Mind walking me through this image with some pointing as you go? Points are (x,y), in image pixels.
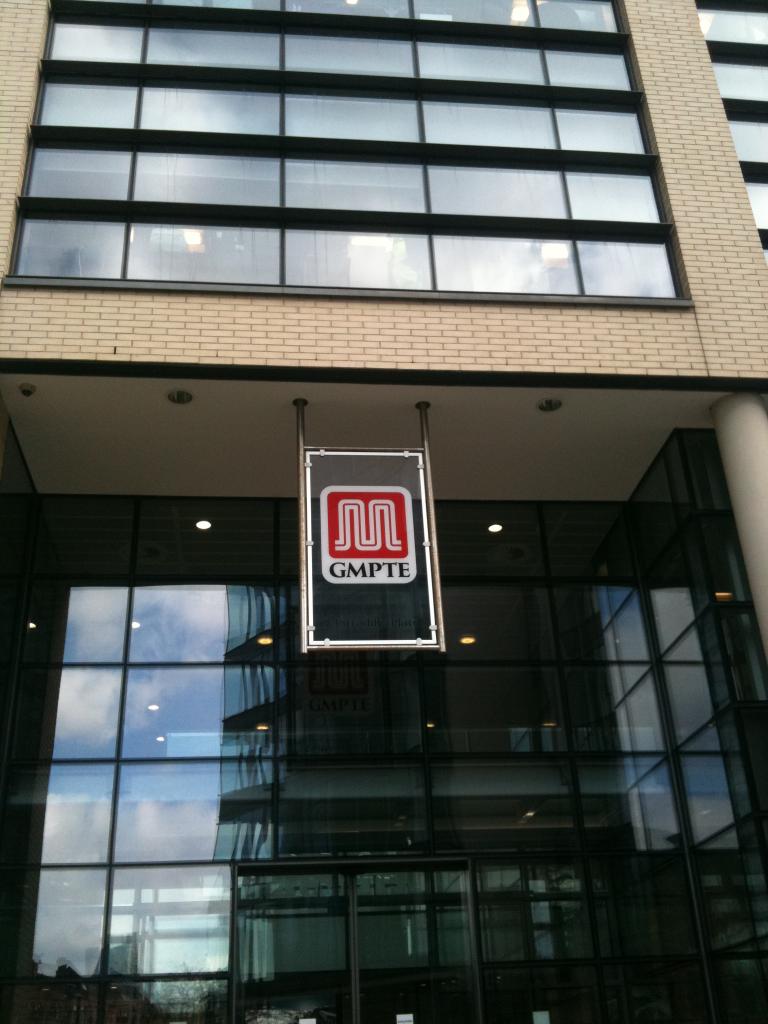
In this picture there is a building (526,630) and there is a board (352,495) and there is a text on the board (352,522). There is a reflection (233,818) of sky (161,777) and clouds (142,605) and trees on the mirrors (153,924). There are lights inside the building (343,727).
